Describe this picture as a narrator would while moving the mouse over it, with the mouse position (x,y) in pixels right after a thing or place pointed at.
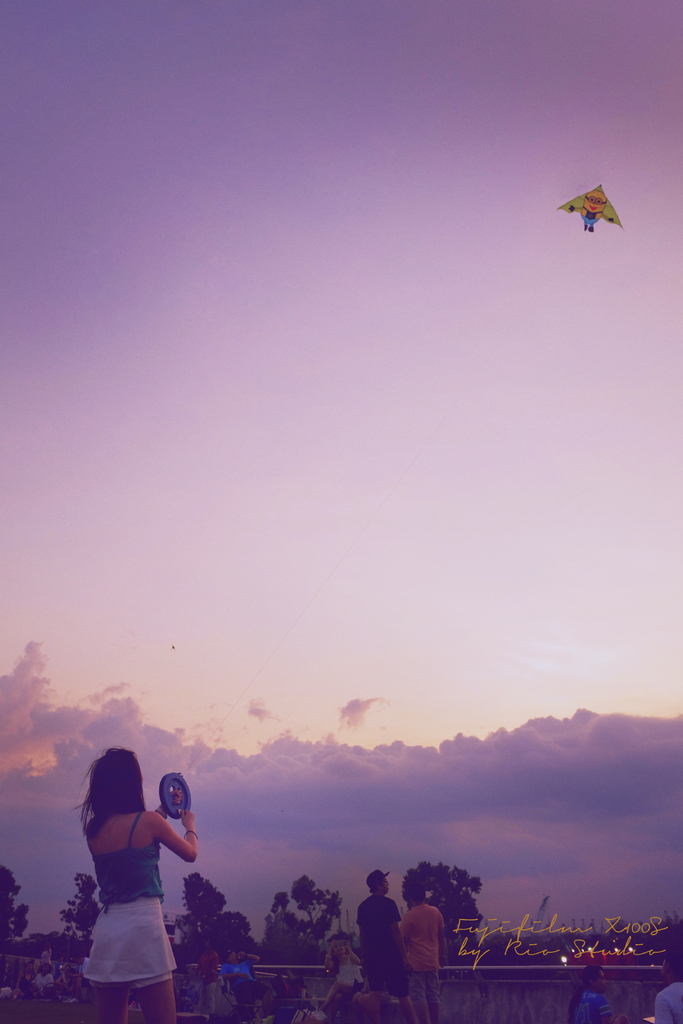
Here in this picture we can see a woman (164,822) standing on the ground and flying a kite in the air (446,441) and in front of her we can see other people (427,933) also standing here and there and we can see trees (284,912) present all over there and we can also see clouds (94,756) in the sky (358,759) over there.
